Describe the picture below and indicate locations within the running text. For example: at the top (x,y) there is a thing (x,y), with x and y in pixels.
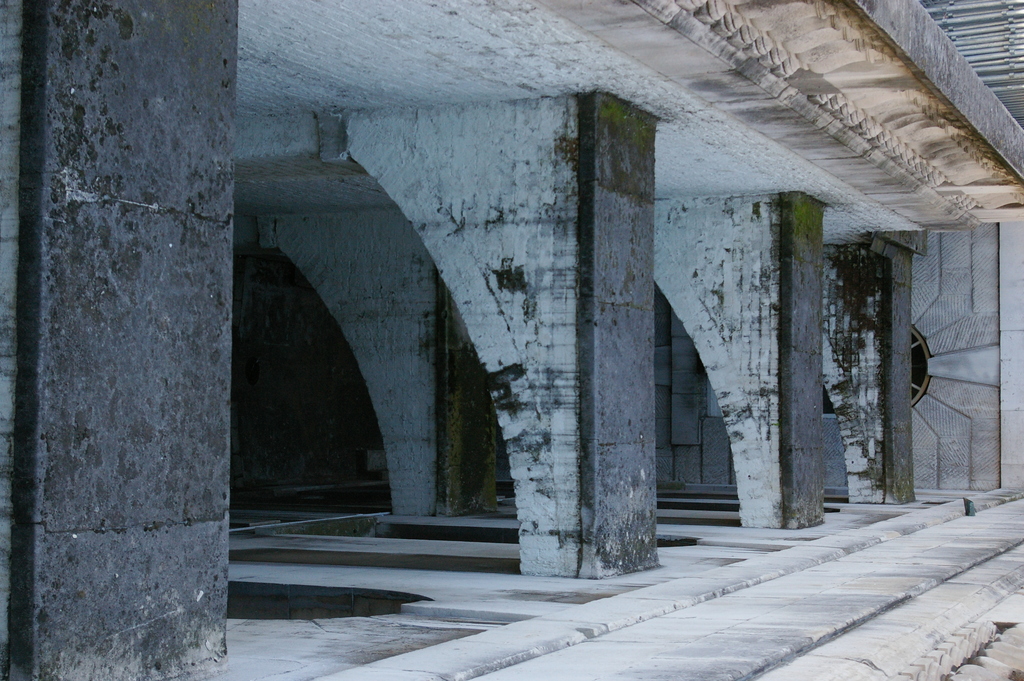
In this image I can see inside view of a building (579,444) and I can see few pillars (374,348).
